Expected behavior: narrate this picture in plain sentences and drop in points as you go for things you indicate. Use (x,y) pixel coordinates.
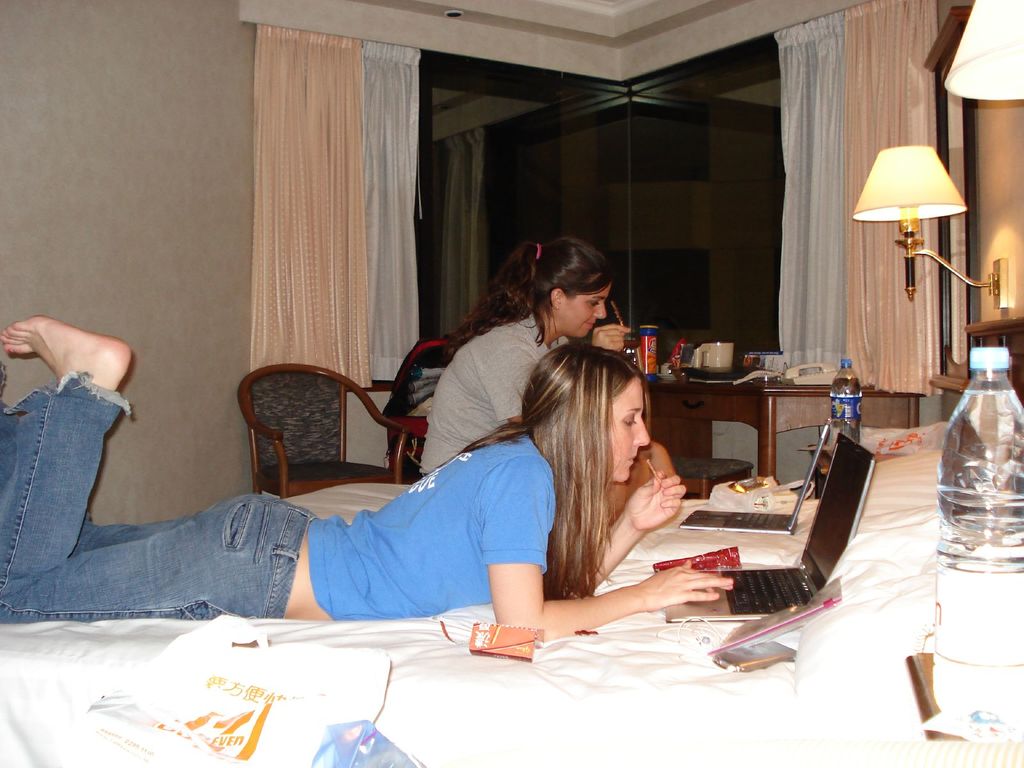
In the image one person (542,497) was lying on the bed (712,647) and was working on laptop (737,589). In front (988,689) there is a table (946,705) and water bottle (965,549). In the background (900,282) we can see curtain (317,136), glass (491,173), light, wall (102,251), lamp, table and chairs (312,416).
